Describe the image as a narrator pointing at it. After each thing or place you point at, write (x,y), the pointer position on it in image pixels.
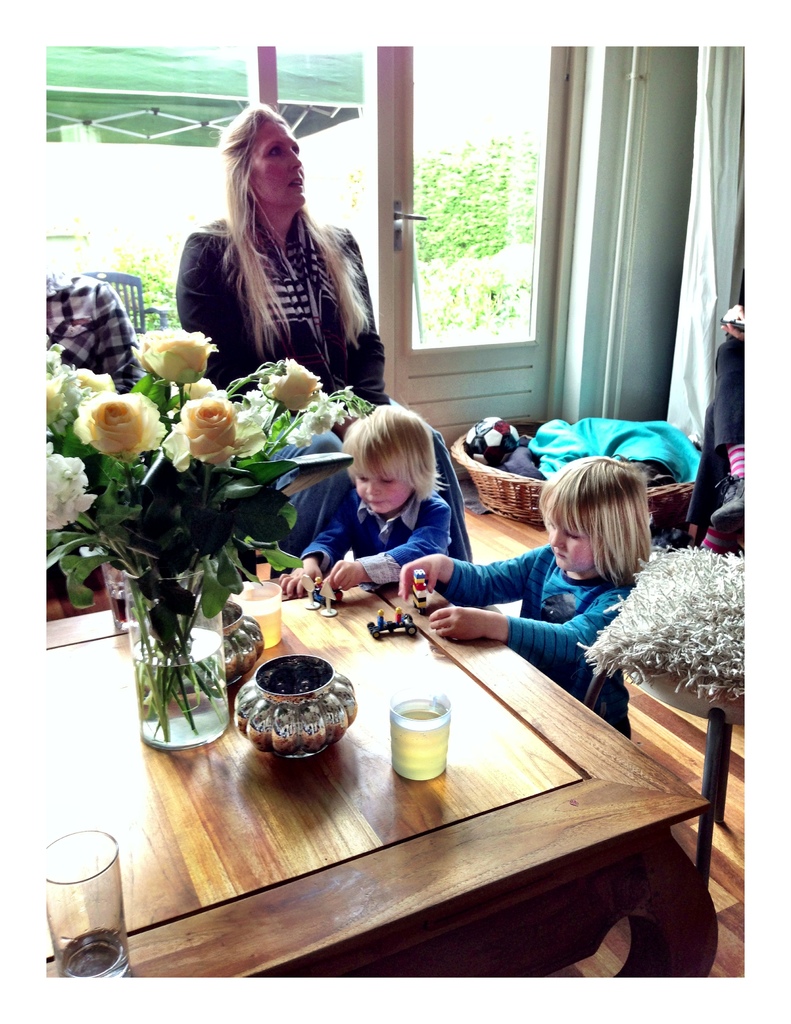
In this picture there are two children (451,574) who are holding an object (418,581) in their hands (478,620). There is a glass (435,728), bowl (315,686) and flowers (179,495) in the glass (192,699). There is a woman (273,210) sitting and there is also another person (90,321). There is a chair (135,284). There is a basket (505,484) and clothes (587,430). There is a tree (486,226) at the background (490,201).
